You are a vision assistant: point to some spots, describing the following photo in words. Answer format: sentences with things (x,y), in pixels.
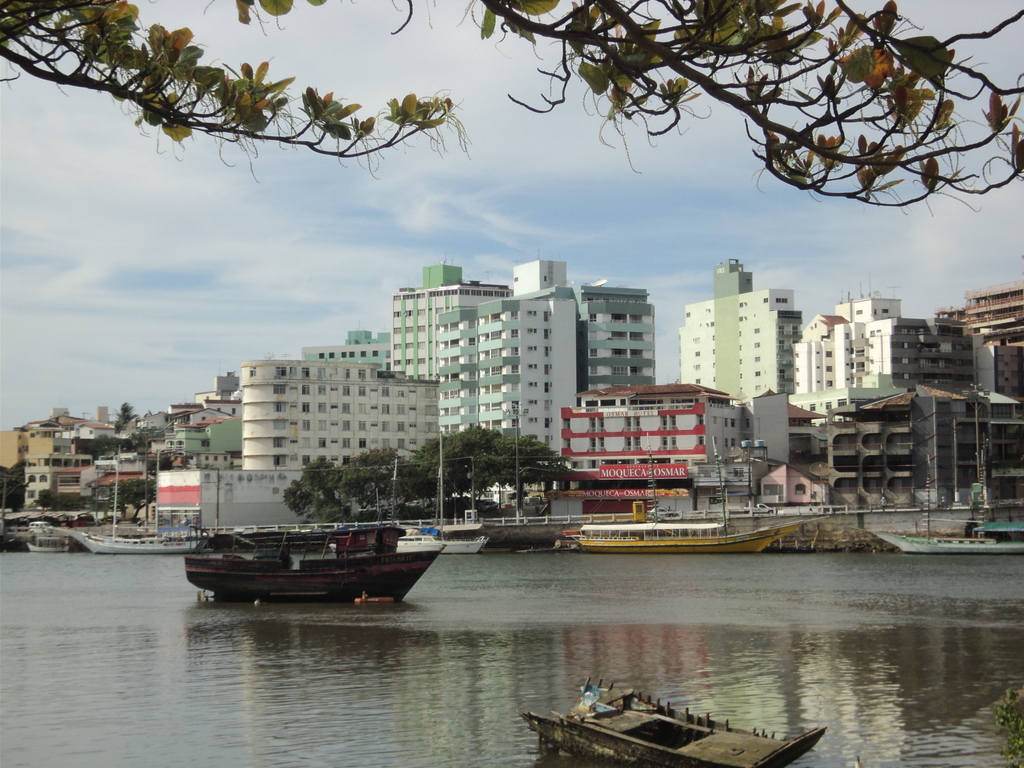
In this picture I can see boats (627,756) on the water (507,697), there are buildings (560,432), there are trees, and in the background (487,229) there is the sky (583,167).
